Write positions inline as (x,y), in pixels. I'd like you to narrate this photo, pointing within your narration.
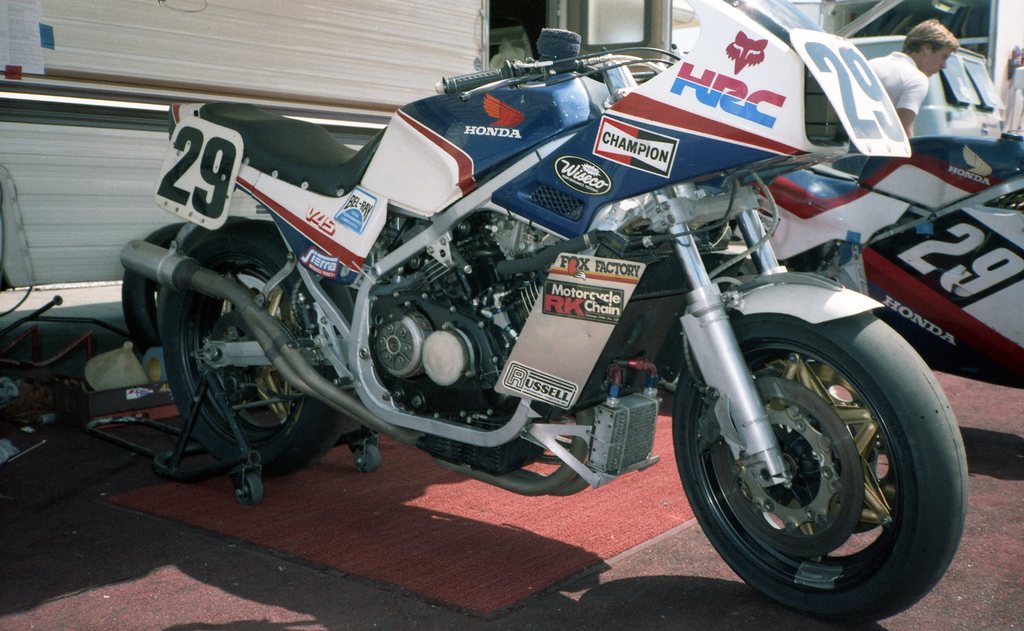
In this picture we can see few bikes (579,239) and metal rods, on the right side of the image (921,58) we can see a man (903,91).
